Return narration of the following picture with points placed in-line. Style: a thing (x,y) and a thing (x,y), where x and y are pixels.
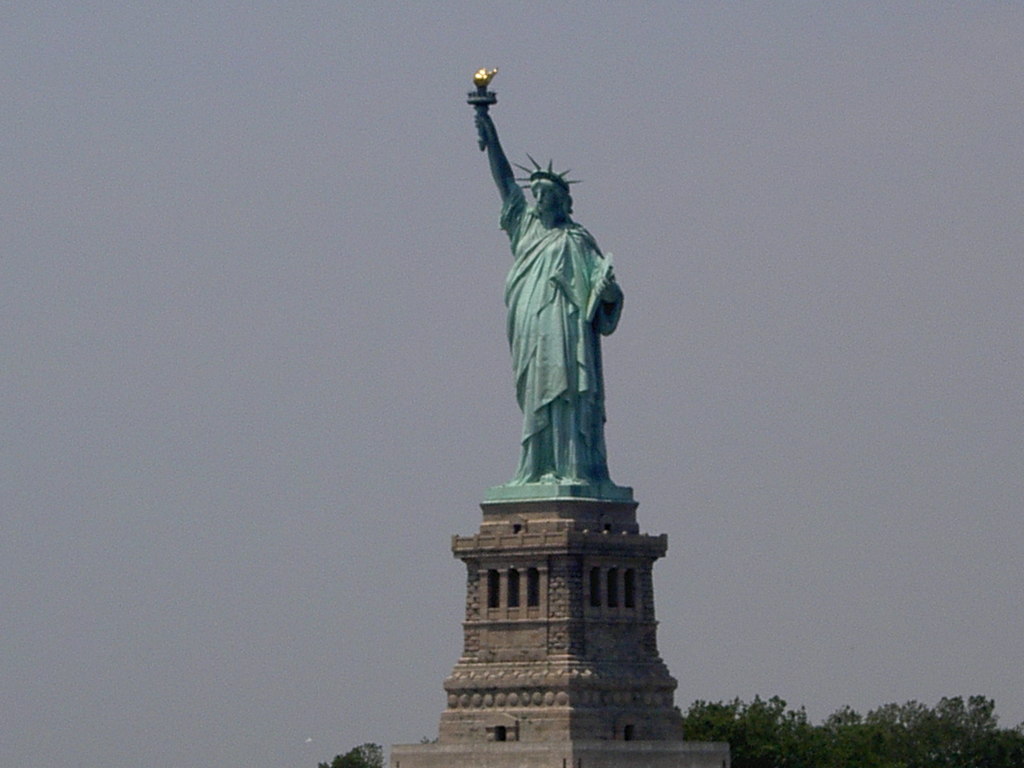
In this picture I can see the Statue of Liberty (575,490) on the monument (529,668). In the back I can see many trees (854,735). At the top (285,154) I can see the sky (262,225).
